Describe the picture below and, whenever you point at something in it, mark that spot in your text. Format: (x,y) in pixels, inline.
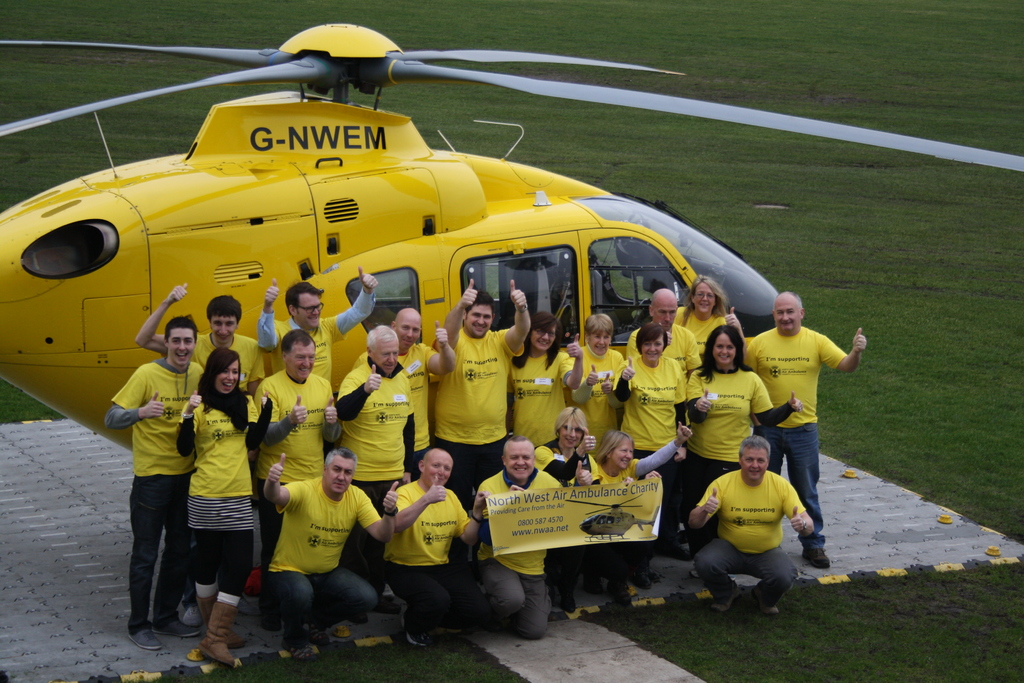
This image is taken outdoors. At the bottom of the image (884,598) there is a floor (845,540) and a ground (886,378) with grass (801,228) on it. In the middle of the image (569,268) there is a chopper (436,208) on the ground (720,45) and there are a few people (793,436) standing on the ground (68,457) and holding a banner (594,514) with a text (549,522) in their hands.
